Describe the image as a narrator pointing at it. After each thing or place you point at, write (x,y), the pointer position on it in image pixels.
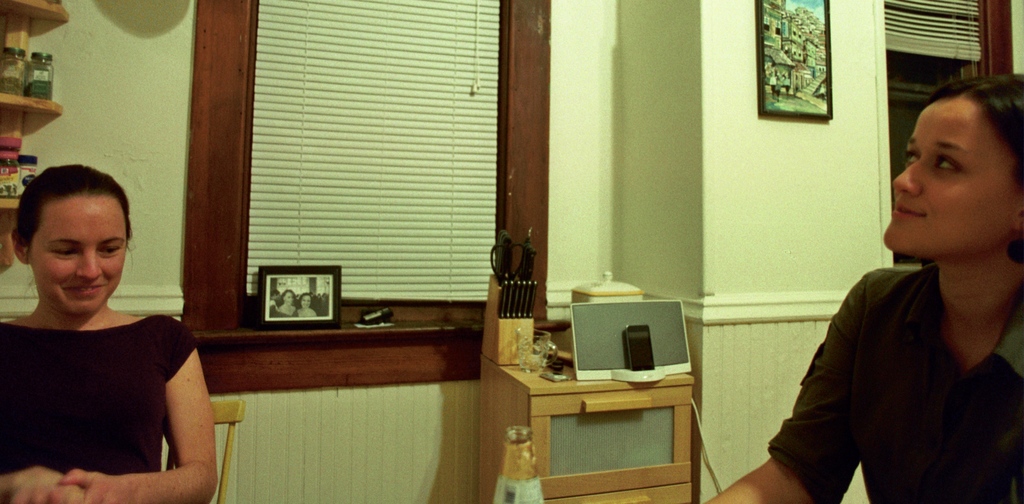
In this image, In the left side of the image (145,441) there is a woman (158,426) sitting on the chair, In the right side (836,481) there is a woman (843,474) sitting, In the background (589,172) there is a white color wall (172,150), In the middle (601,283) there is a yellow color box (605,405) on that there are some objects (622,315) in white color.
